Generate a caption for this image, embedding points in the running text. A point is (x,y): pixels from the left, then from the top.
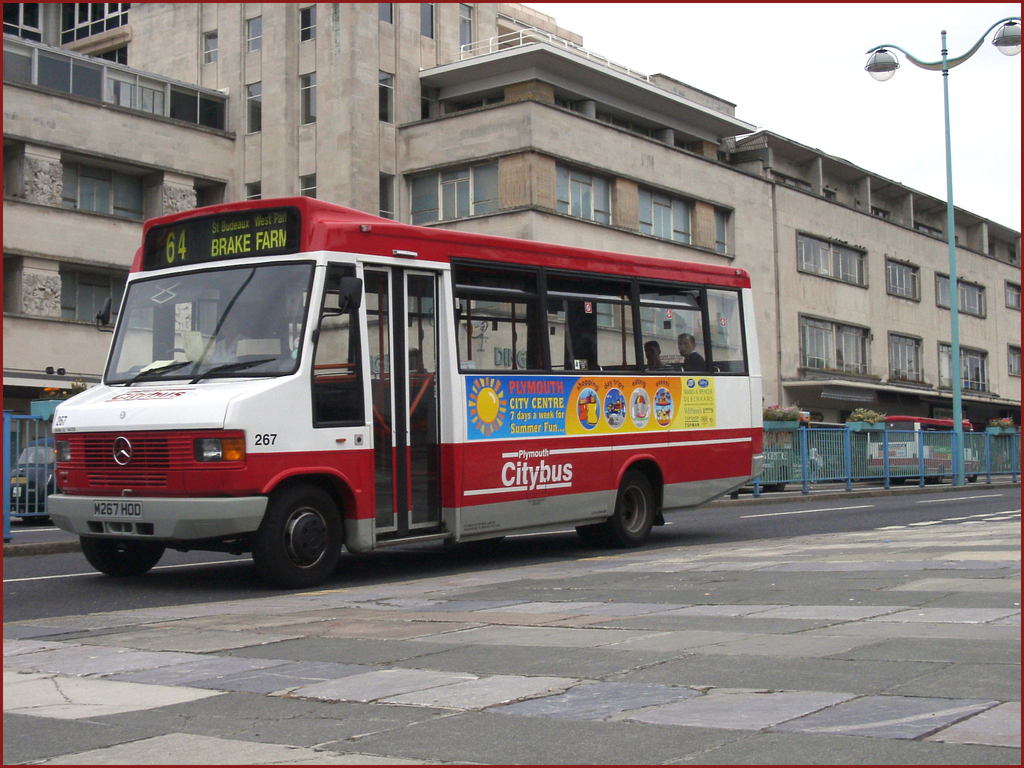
In the foreground of this image (705,489), there is a pavement (626,644) and a bus (397,501) moving on the road (131,604). In the background (812,457), there is a railing (911,439), pole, a building (839,228), few vehicles (904,450) moving on the road (147,605) and the sky (725,33).
